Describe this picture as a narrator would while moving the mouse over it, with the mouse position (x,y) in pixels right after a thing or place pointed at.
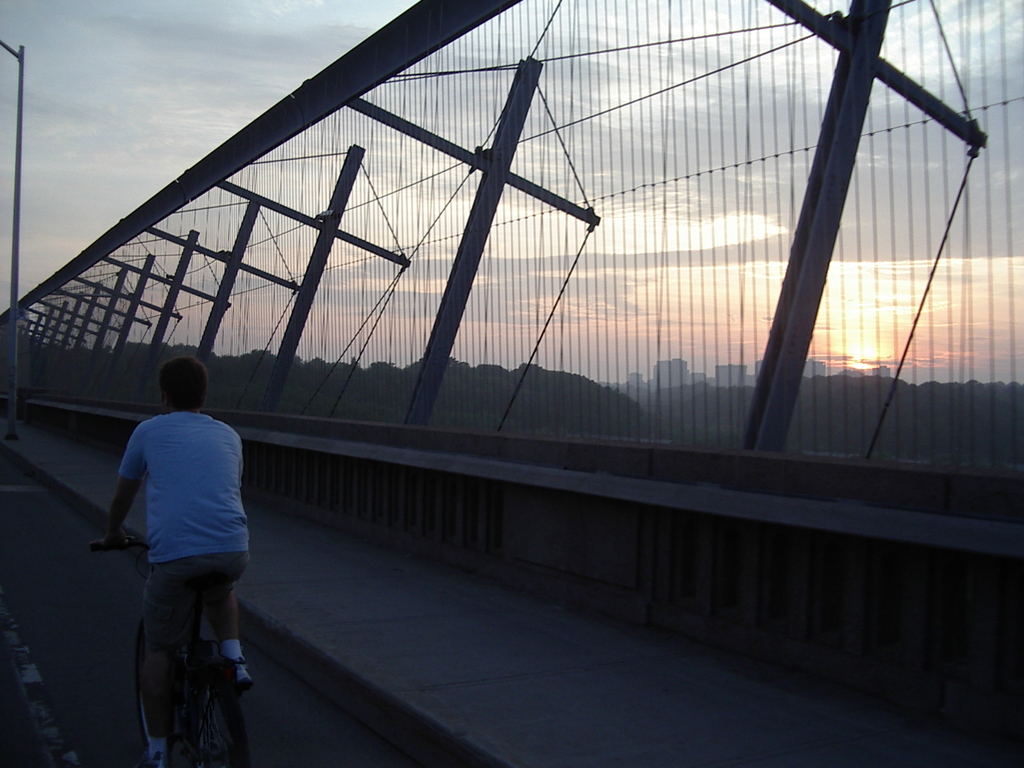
In this image I see a person (190,511) who is on the cycle (223,672) and I see the path (258,634) and I see a pole (20,173) over here and I see number of rods (398,210). In the background (418,274) I see the sky (73,180) and I see that this picture is a bit dark.
